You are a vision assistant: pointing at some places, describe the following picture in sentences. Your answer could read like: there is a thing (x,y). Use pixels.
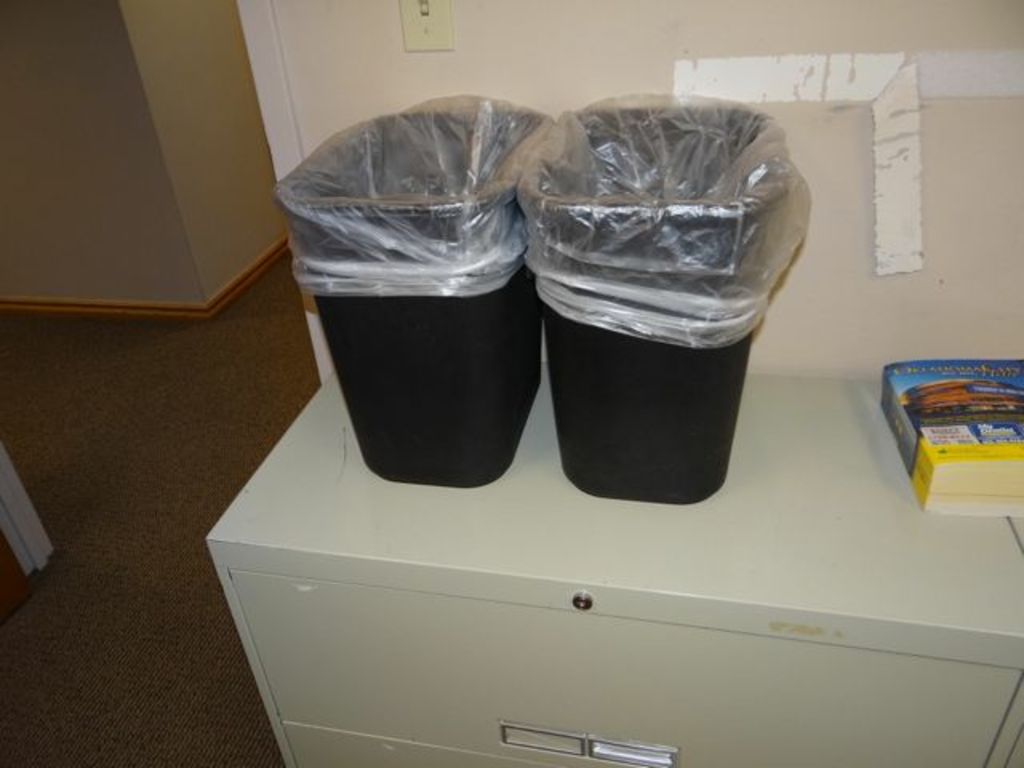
In this image we can see two black color bins (537,319) with covers (425,259) and there is a book (963,442) on the top of a shelf (750,469). In the background (982,130) we can see the switch board (436,29) attached to the wall (802,54). We can also see the floor (122,506).
